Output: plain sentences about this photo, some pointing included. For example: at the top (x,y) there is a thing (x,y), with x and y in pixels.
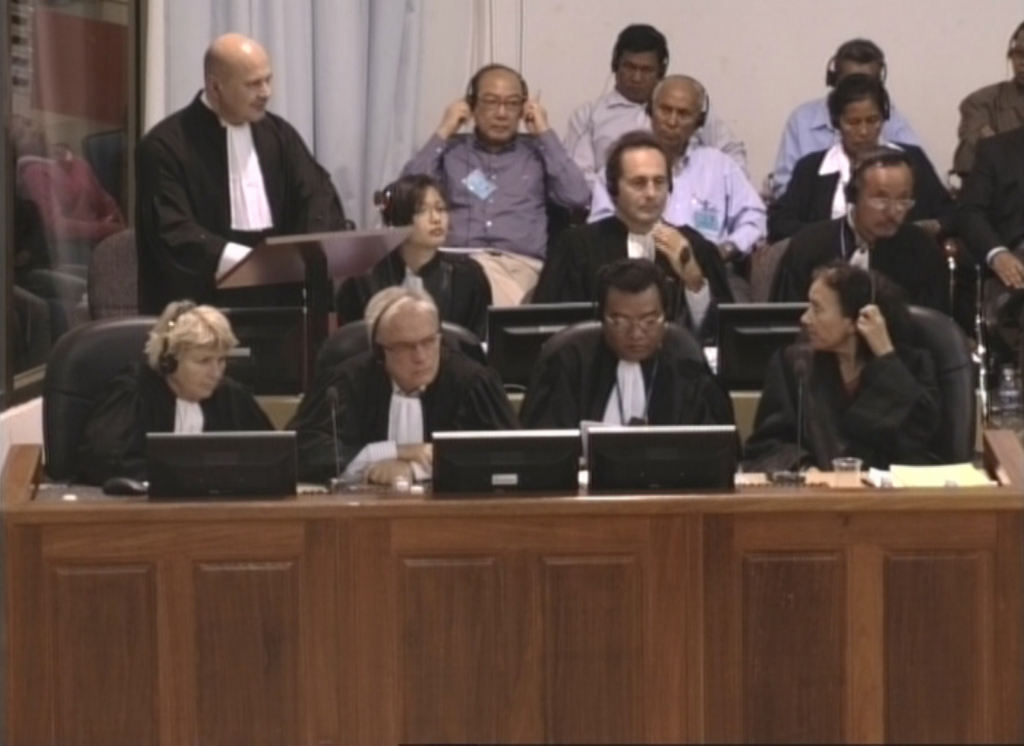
In this image we can see people (721,412) sitting. On the left (286,303) there is a man (282,283) standing and we can see a podium (321,270). There are computers (288,479), glasses (854,464), papers (907,468) and mics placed on the table (470,604). In the background (587,58) there is a wall (556,39) and we can see a curtain (348,80).
